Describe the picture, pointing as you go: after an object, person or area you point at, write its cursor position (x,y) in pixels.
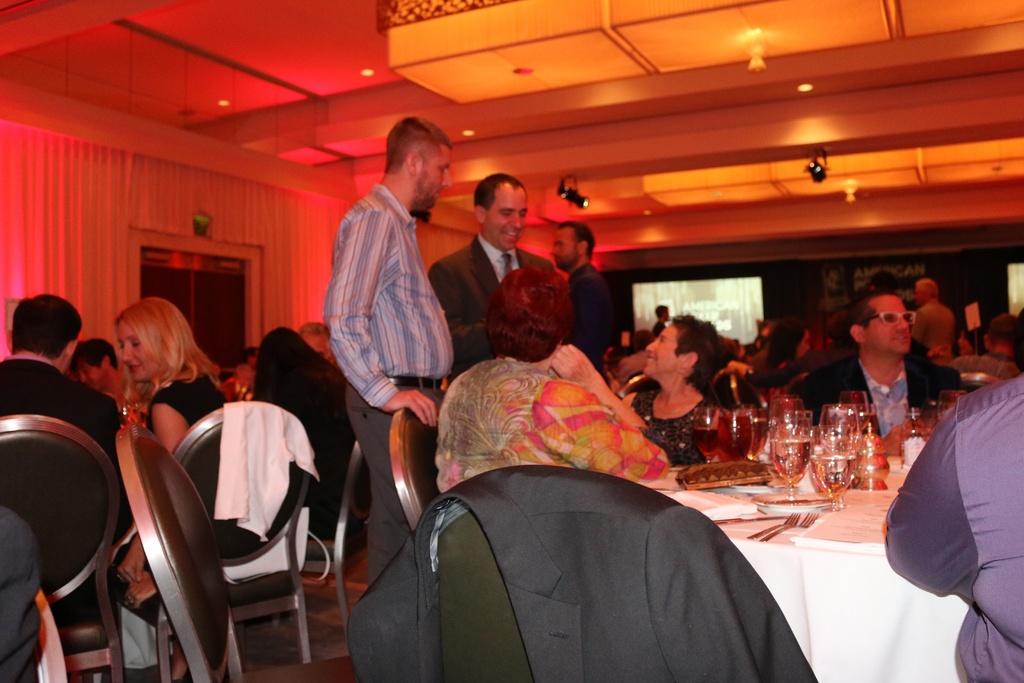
In this image I can see there are group of people (368,407) who are sitting on a chair (424,431) in front of a table (672,475) and some are standing on the floor (358,571). On the table (858,470) we have a couple of glasses (818,457) and other of the objects (791,501) on it.
